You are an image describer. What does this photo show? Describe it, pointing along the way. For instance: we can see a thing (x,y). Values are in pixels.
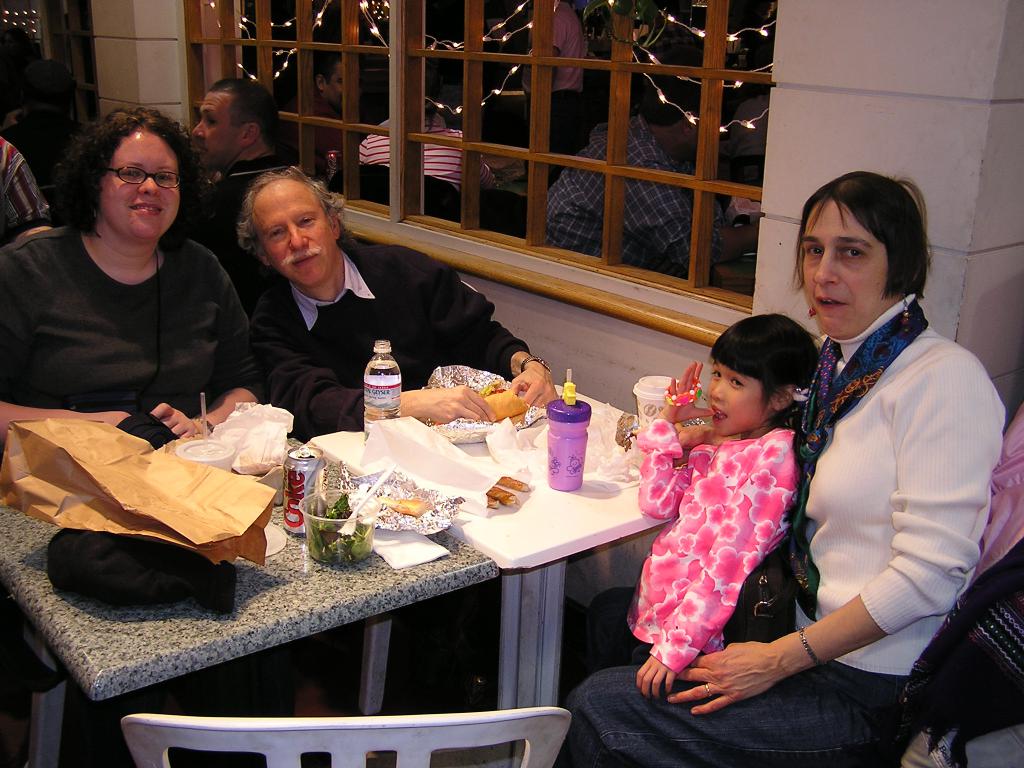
This picture shows a group of people (796,729) seated on the chairs (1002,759) and we see some food (334,529) and bottles (379,365) on the table (534,616).
